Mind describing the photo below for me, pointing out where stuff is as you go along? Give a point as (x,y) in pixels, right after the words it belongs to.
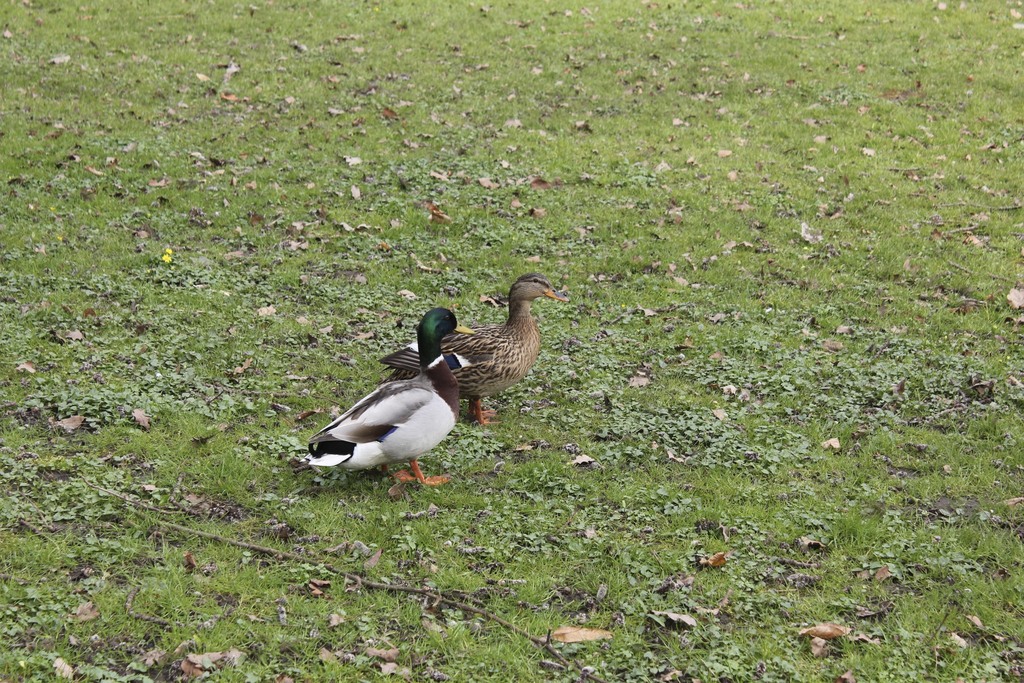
This image consists of two birds (453,408). At the bottom (317,609), there is green grass (584,379) on the ground (528,390).
